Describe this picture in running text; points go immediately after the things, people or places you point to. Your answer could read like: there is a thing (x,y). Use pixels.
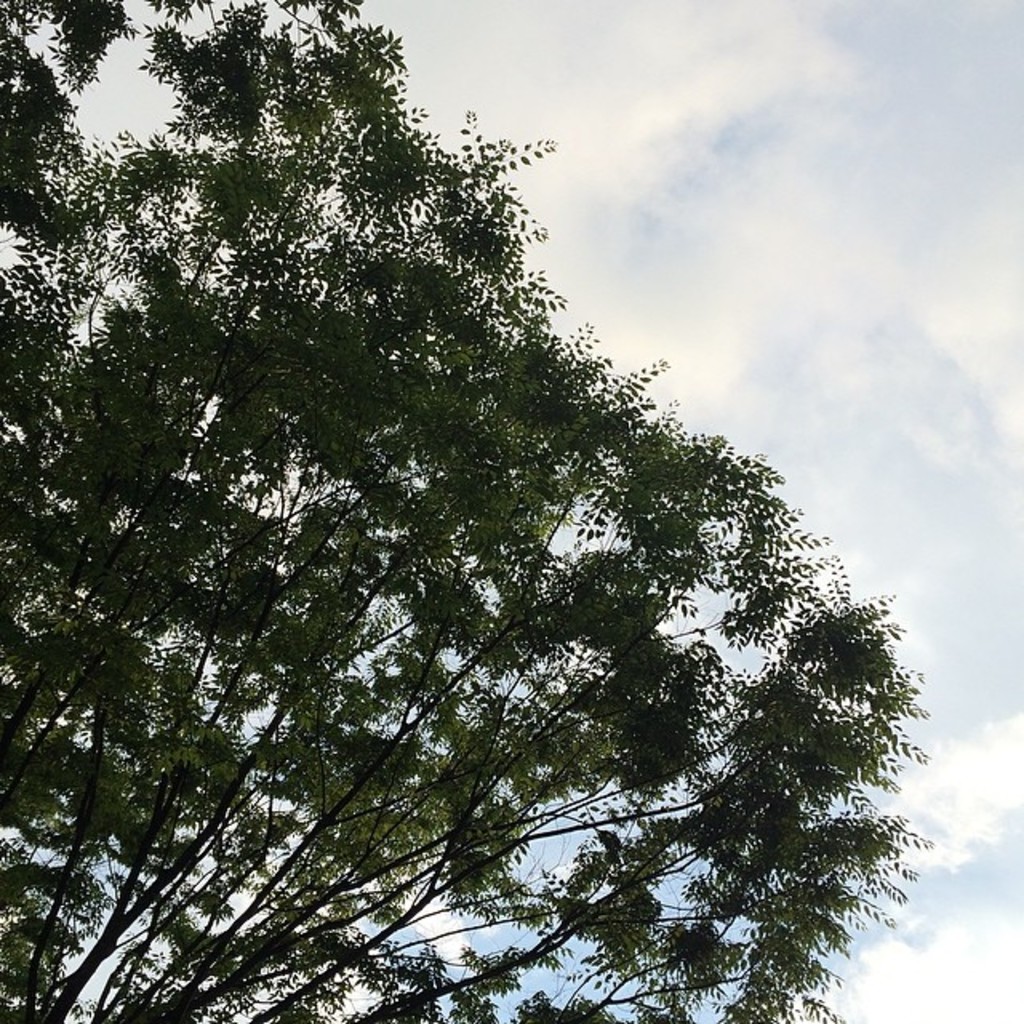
There is a tree (415,802). Behind that there is sky (682,232) on the top (674,206).
